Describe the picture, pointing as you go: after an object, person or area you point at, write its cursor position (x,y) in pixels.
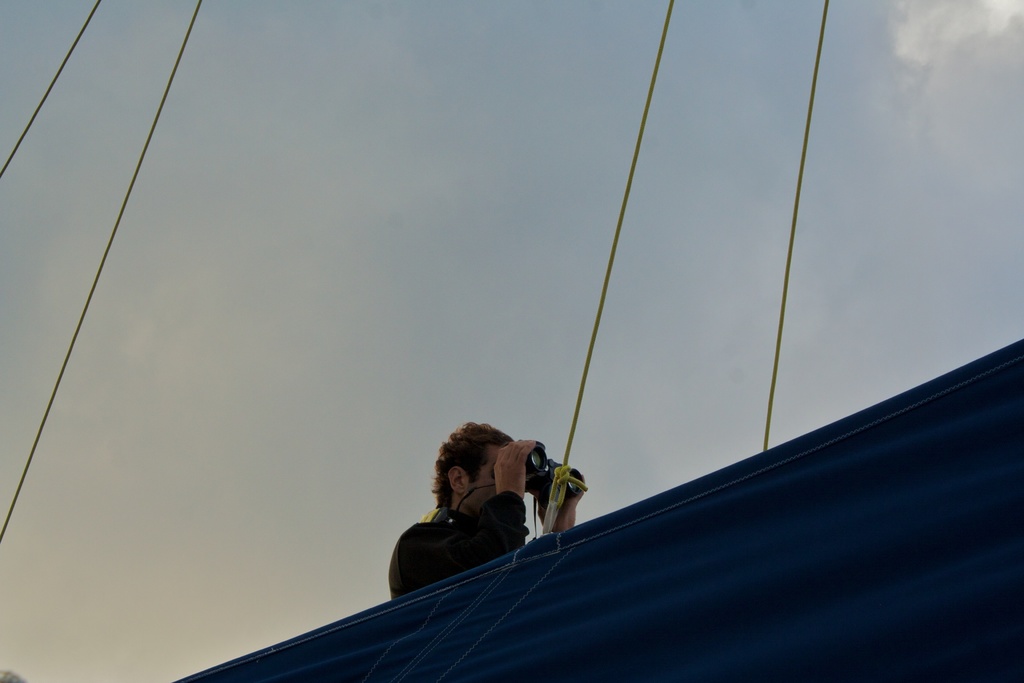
In this image we can see a person (464,499). In the background (406,253) we can see sky (525,198) and clouds (930,31).
